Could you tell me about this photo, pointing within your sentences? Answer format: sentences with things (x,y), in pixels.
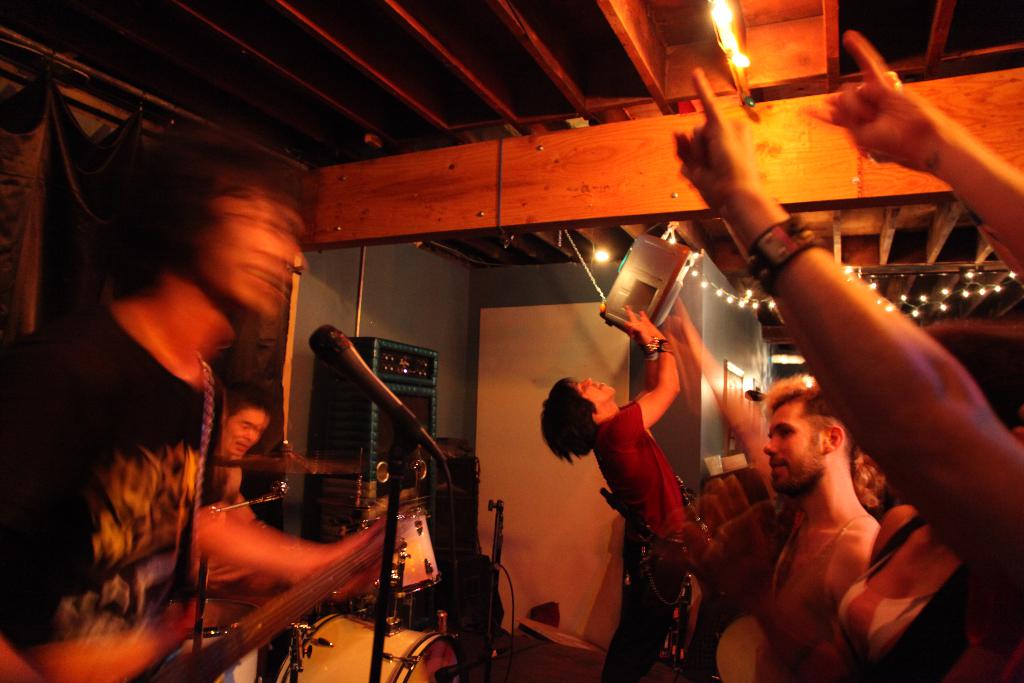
In this image we can see a group of persons (177,563) are standing, and here a person (199,541) is playing the guitar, and here is the micro phone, and at back (295,468) a person (262,421) is playing the drums (297,455).
